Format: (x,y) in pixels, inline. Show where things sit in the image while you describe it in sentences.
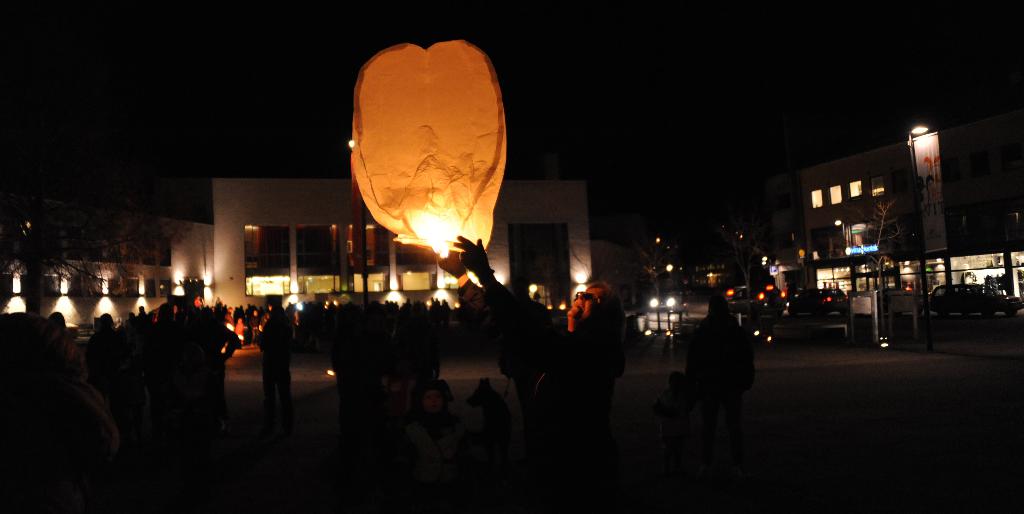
In this image I can see a person (494,277) holding a sky lantern (471,181). There are vehicles (827,310) and buildings (856,184) at the back (900,203). There is sky (745,85) at the top (786,78).
